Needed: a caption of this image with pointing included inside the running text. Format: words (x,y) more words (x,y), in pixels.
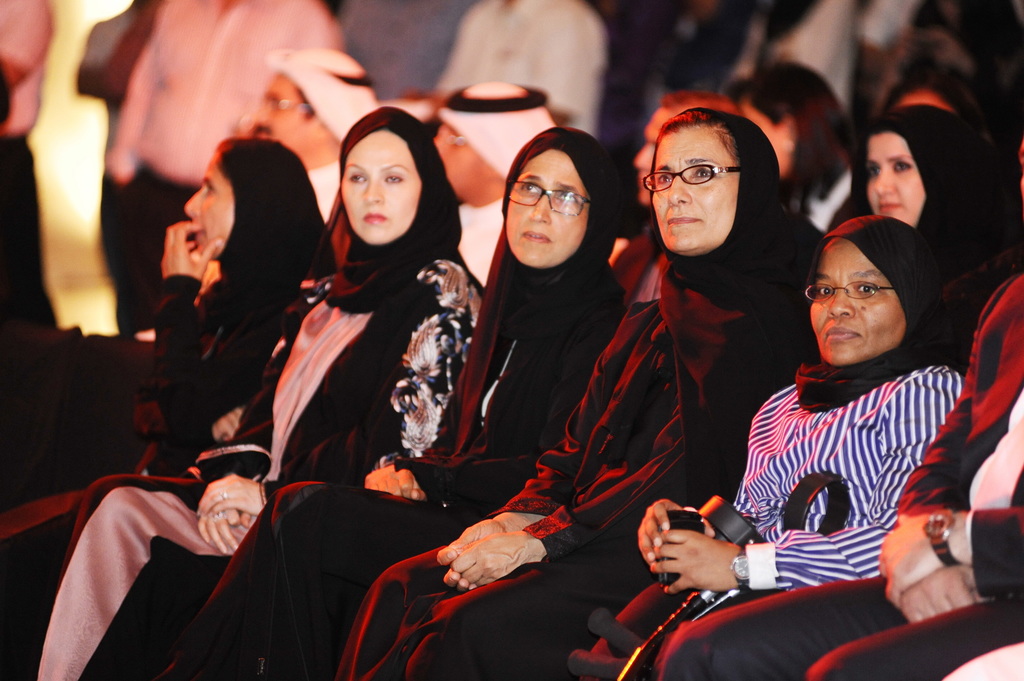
In this image I can see few people (659,400) are sitting and wearing different color dresses (943,392). Background (686,13) is blurred.
